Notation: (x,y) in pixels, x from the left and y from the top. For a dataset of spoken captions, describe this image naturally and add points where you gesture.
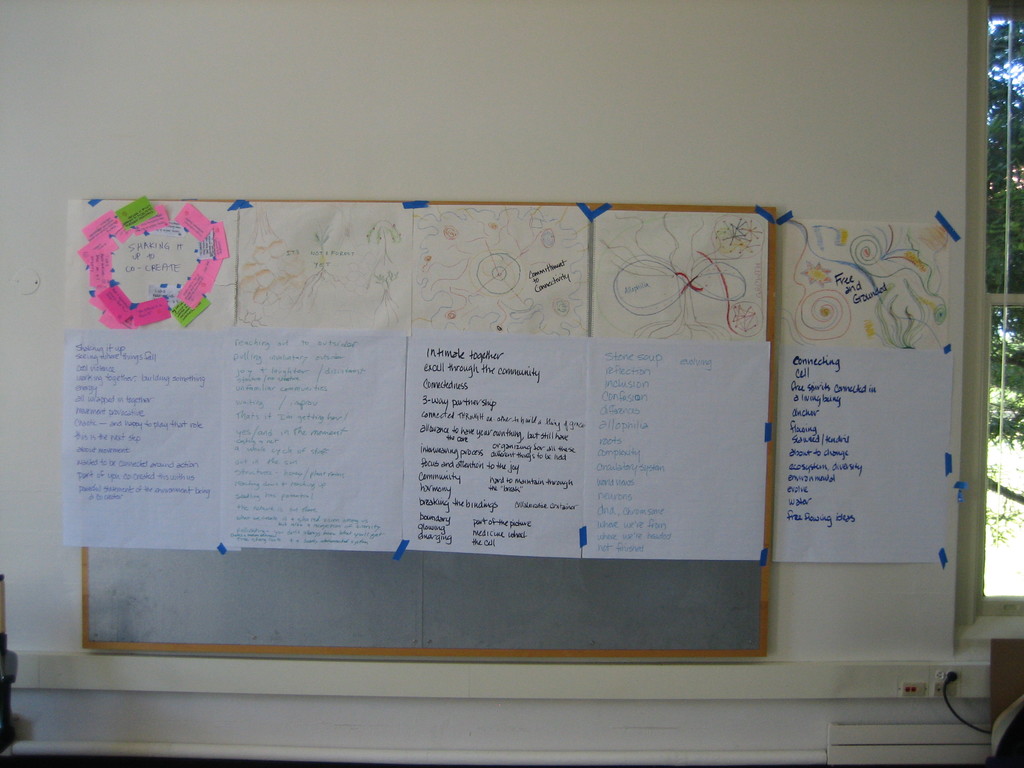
In this image I can see number of papers (433,247) on the wall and on these papers (562,358) I can see something is written. On the right side of the image (1012,52) I can see a window (994,428) and through the window (985,258) I can see few trees (1005,205). I can also see a black colour wire (948,678) on the bottom right side of this image (980,732).
